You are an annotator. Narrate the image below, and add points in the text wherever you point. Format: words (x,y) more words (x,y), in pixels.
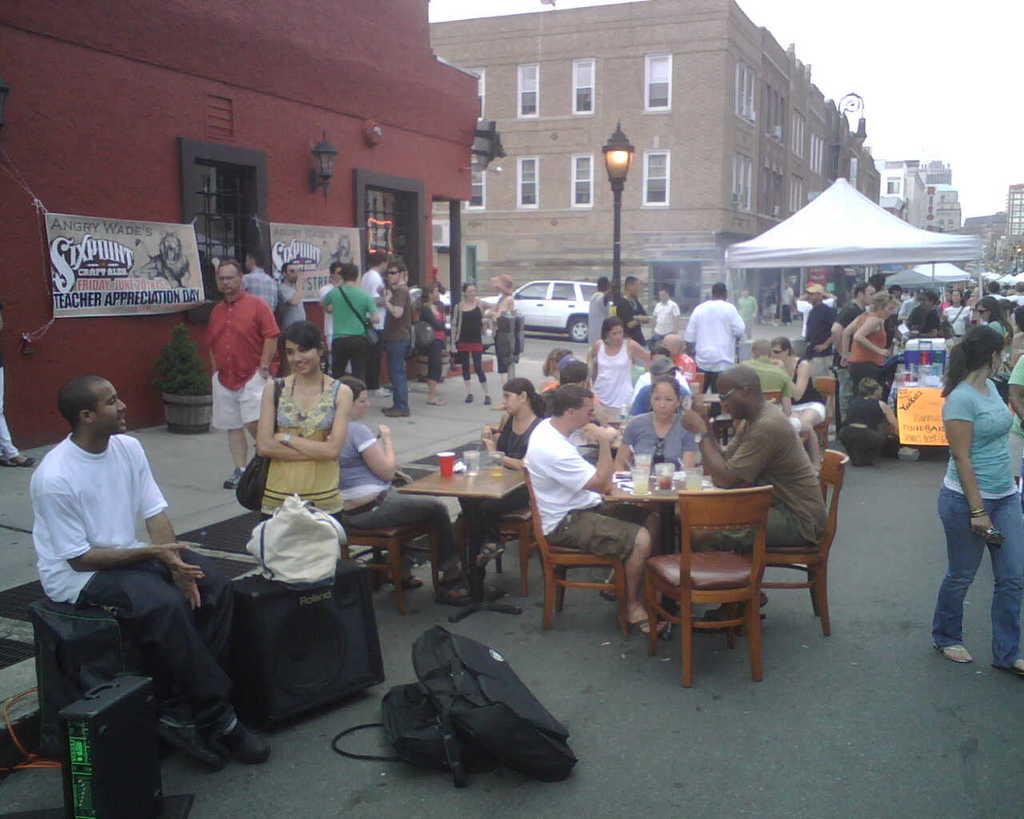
In this image I can see group of people (120,420) some are standing and some are sitting. Background (709,231) I can see a light pole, tent (832,231) in white color, a vehicle (573,320) on the road (910,548), few buildings (376,92) in red and brown color and sky (910,32) is in white color.
